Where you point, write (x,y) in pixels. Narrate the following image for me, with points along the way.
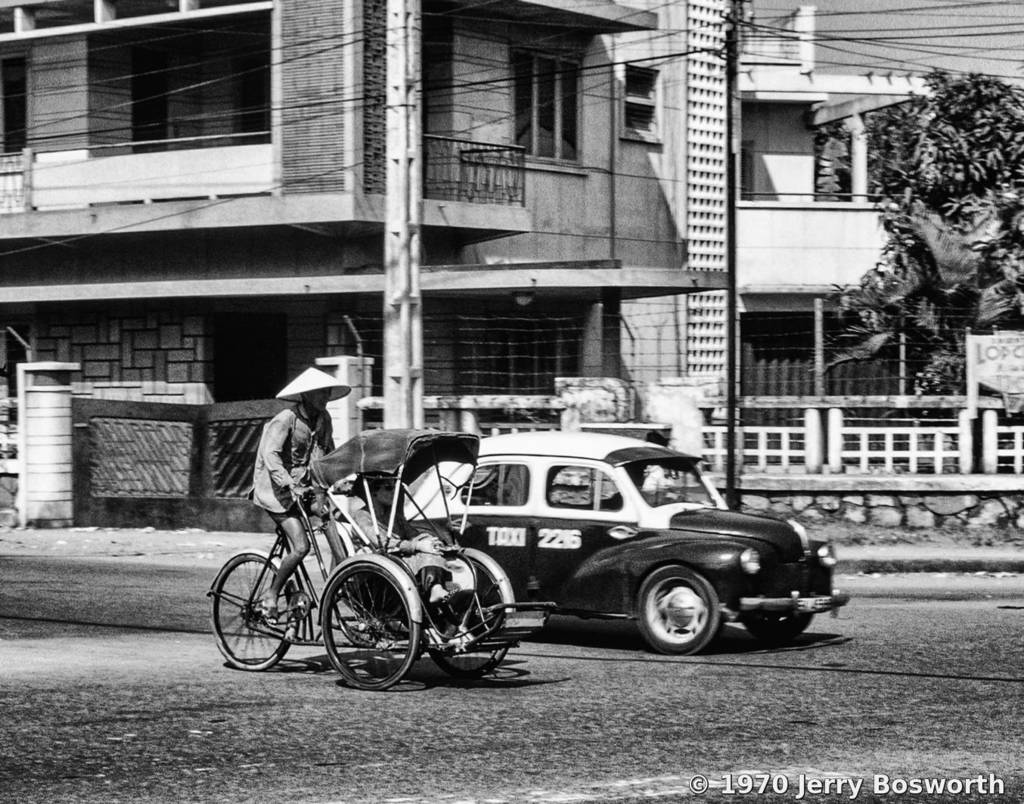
A black and white photo. This is a building (515,272) with fence (489,168) and windows (517,128). This is a gate (246,459). Vehicles (458,485) on road (575,749). This man (328,421) is riding the bicycle (367,618). Far there are trees (963,120).
